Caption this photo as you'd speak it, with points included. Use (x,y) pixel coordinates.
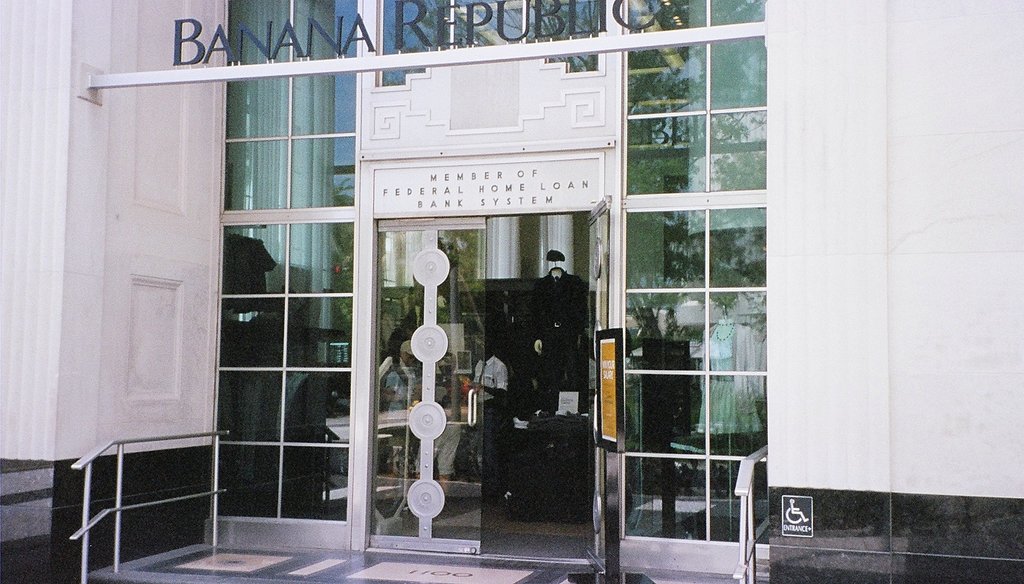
In the image we can see a building (929,301) and the door (422,382). The door (417,404) is made up of glass (402,404). We can even see there is a person (497,380) standing, wearing clothes (502,381), this is a text (467,29) and this is a fence (117,501).
